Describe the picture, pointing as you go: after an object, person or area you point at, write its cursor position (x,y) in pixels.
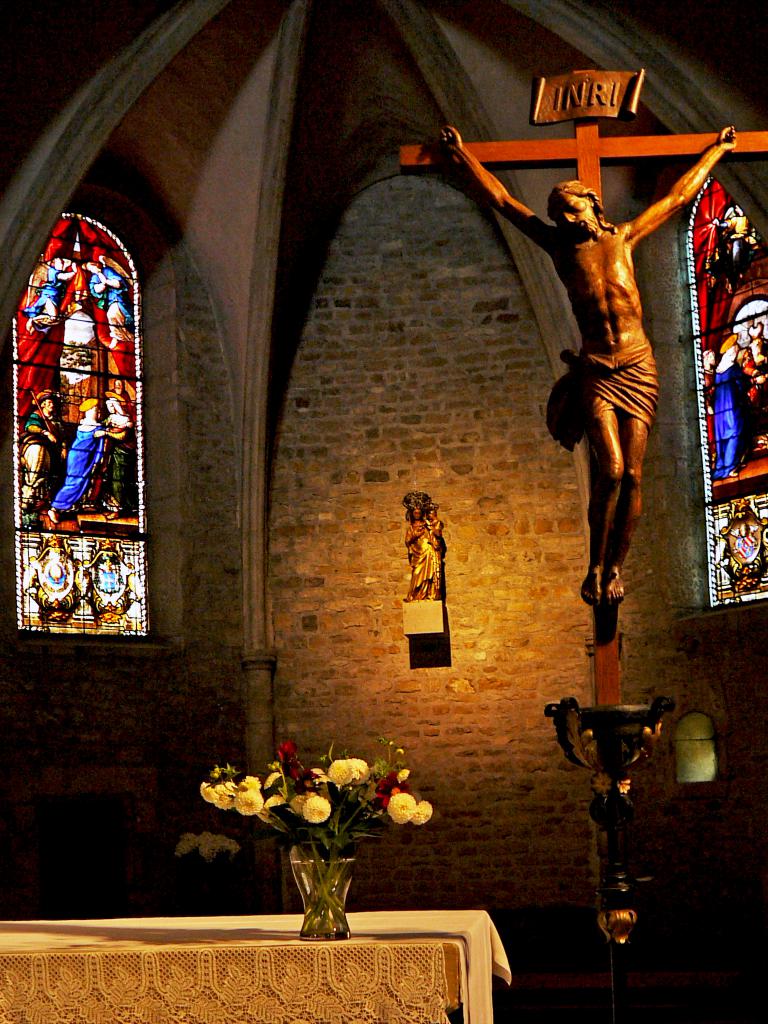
In this image we can see inside of a church (565,302). There are few idols (609,338) in the image. There are few flowers (383,790) in the vase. There is a table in the image. There is an object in the image. We can see the painting (742,459) on the glasses (740,469).
